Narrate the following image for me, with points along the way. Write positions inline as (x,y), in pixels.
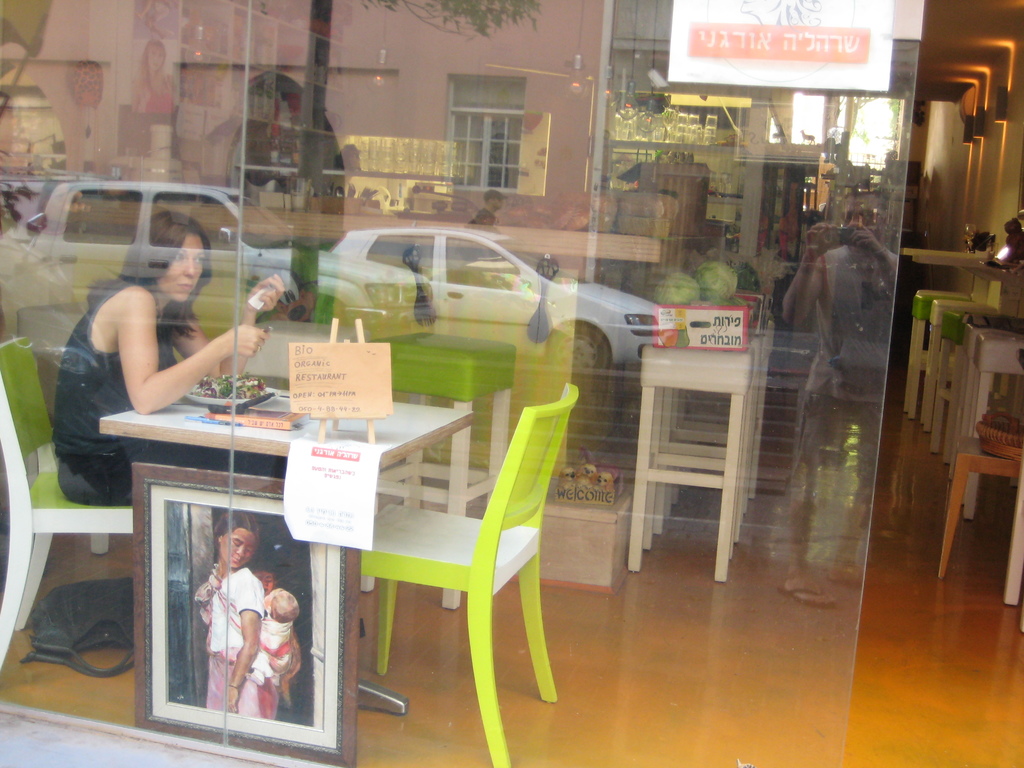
In this picture we can see woman (117,385) sitting on chair (5,375) holding paper (257,300) in her hands (266,339) and in front of her on table (231,430) we have plate (240,382) with some food item (267,385), board (319,403) and under table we have a photo frame (209,606) and in background (408,279) we can see cars (135,217) on road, building (419,116) with windows (457,172), trees (318,10) as a reflection (470,172).
